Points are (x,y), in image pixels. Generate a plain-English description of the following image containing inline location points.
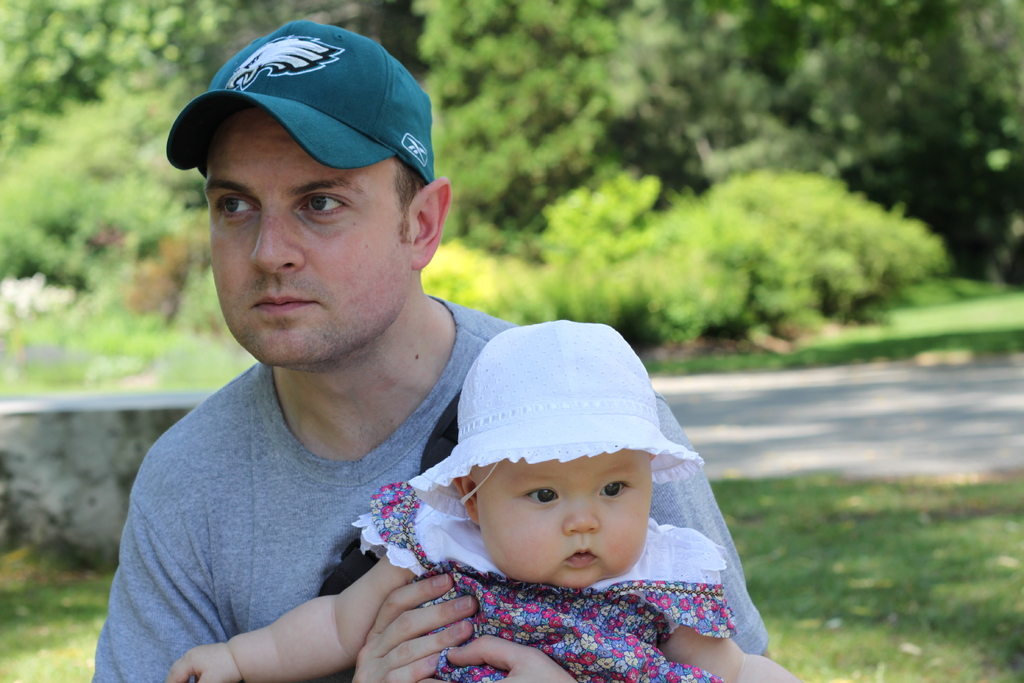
In this image, we can see a person (305,331) wearing a cap (367,130) and holding a baby (621,633). There is a white hat (509,410) on the baby's head (594,512). Background we can see blur view. Here we can see grass (890,546), road (840,416), few plants (754,333) and trees (765,153).
